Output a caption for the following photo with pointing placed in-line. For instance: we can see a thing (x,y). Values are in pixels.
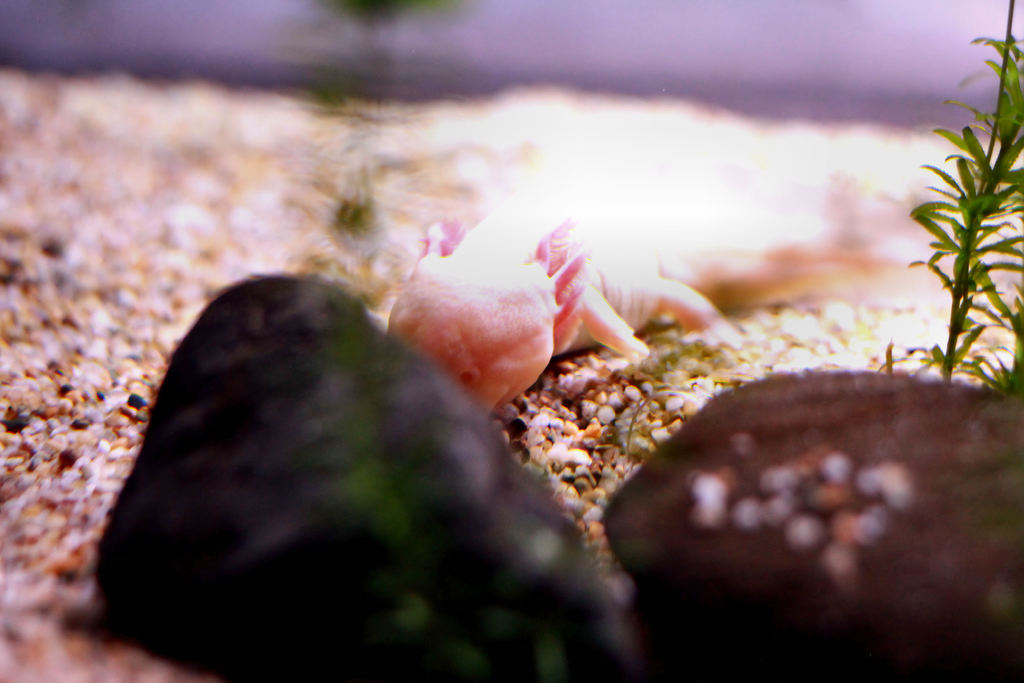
At the bottom of the image (217,638) there are two stones (340,530) and there are many pebbles (166,263). On the right side of the image (971,268) there is a plant (1020,340). In the middle of the image (459,285) there is an axolotl (469,235) in the water (974,120).
